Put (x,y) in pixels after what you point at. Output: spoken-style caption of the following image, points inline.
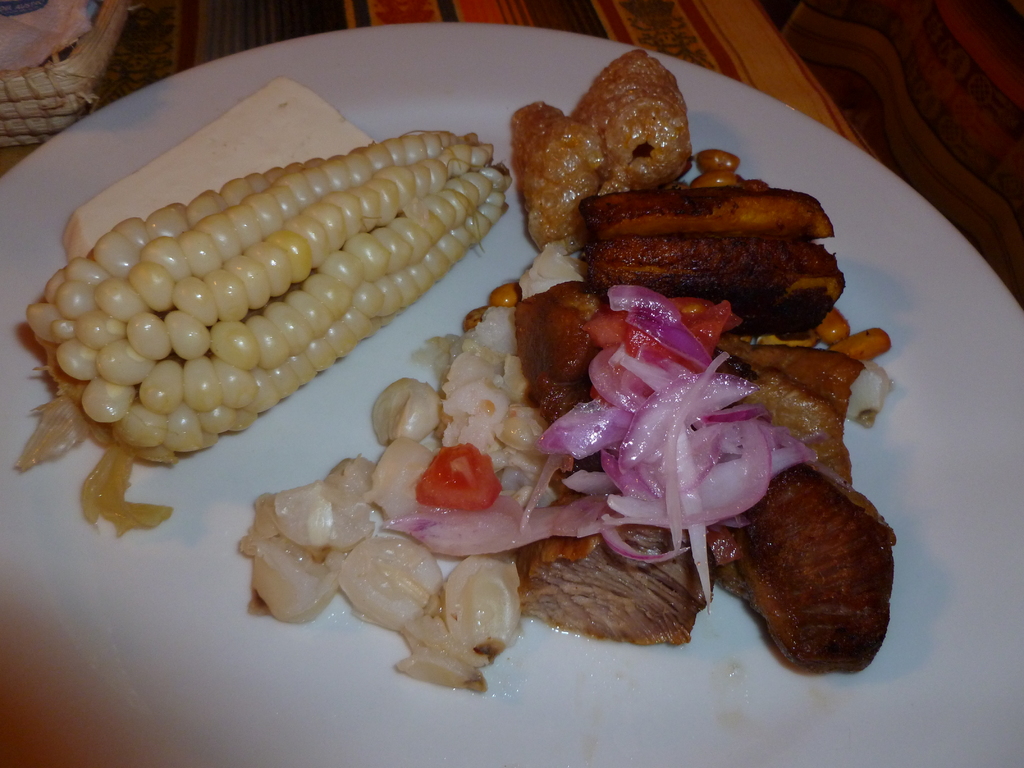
In this picture I can see food items (729,439) on the plate (523,92), and in the background (608,31) there are some objects (750,34).
